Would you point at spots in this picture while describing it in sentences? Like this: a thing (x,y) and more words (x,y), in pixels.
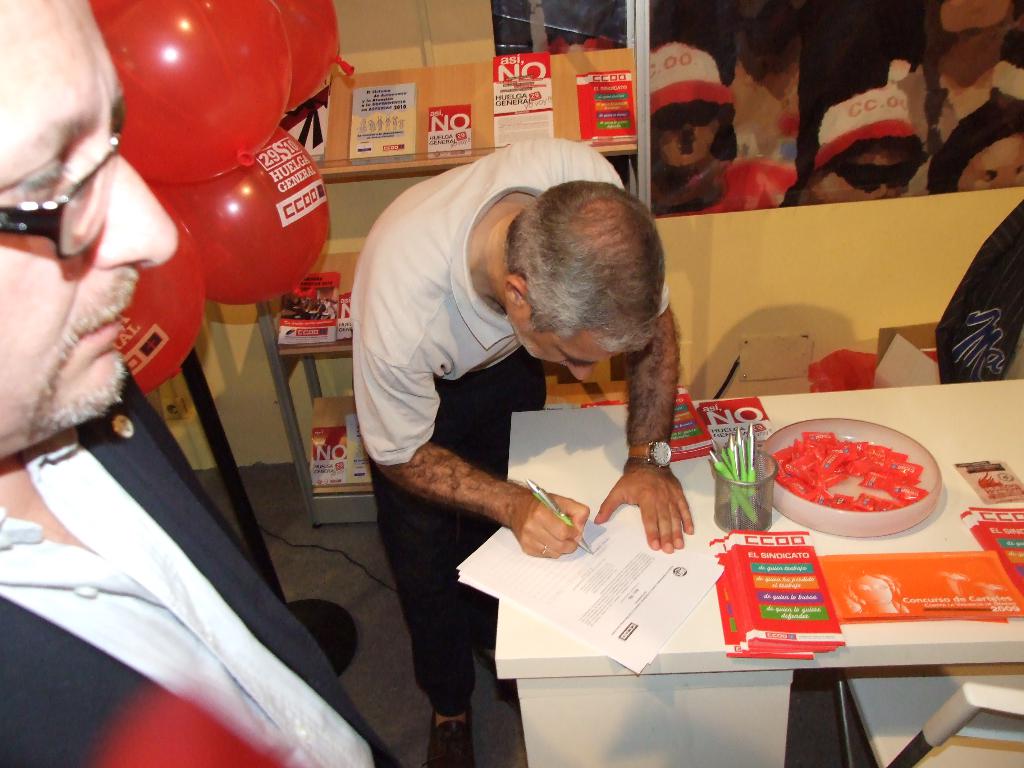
In the image we can see there are people (468,225) wearing clothes (162,464). This is a spectacle (41,223), wrist watch (665,450), pen (541,492), papers (562,608), container (775,502), table (965,430), floor (392,655), cable wire (342,559), shelf (272,358) and balloons (134,116).
